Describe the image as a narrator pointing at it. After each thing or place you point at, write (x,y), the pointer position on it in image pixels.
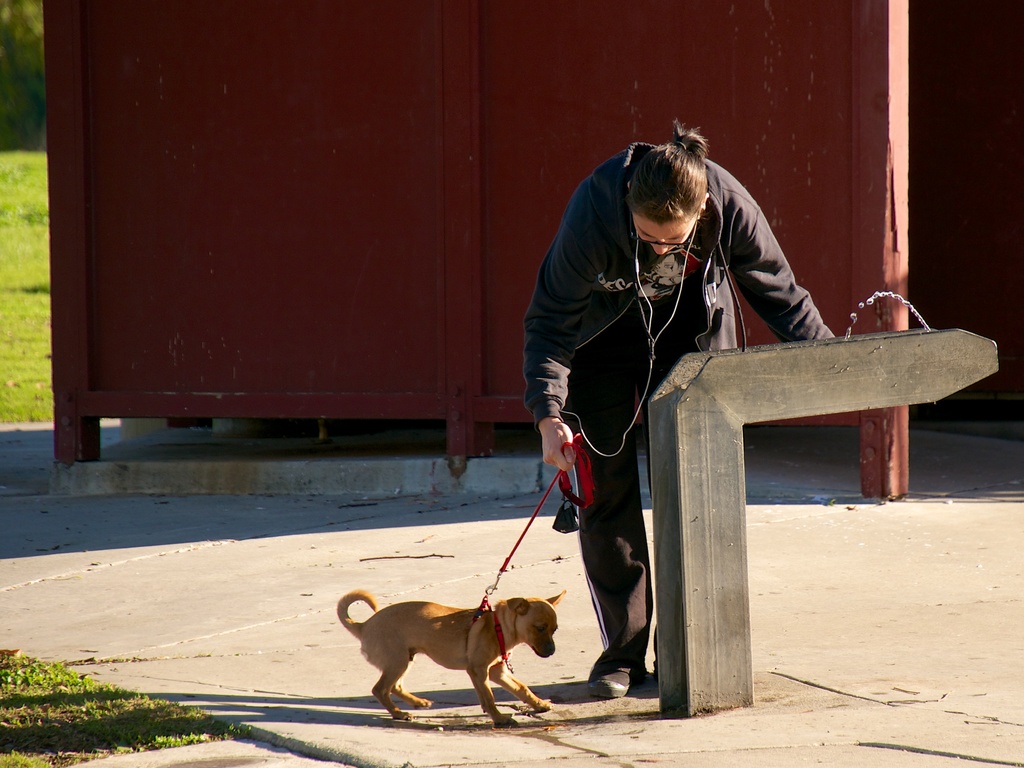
There is a woman (565,428) holding belt (570,448) and we can see dog (480,653) and grass (65,668). Background (24,388) we can see grass (28,363).
